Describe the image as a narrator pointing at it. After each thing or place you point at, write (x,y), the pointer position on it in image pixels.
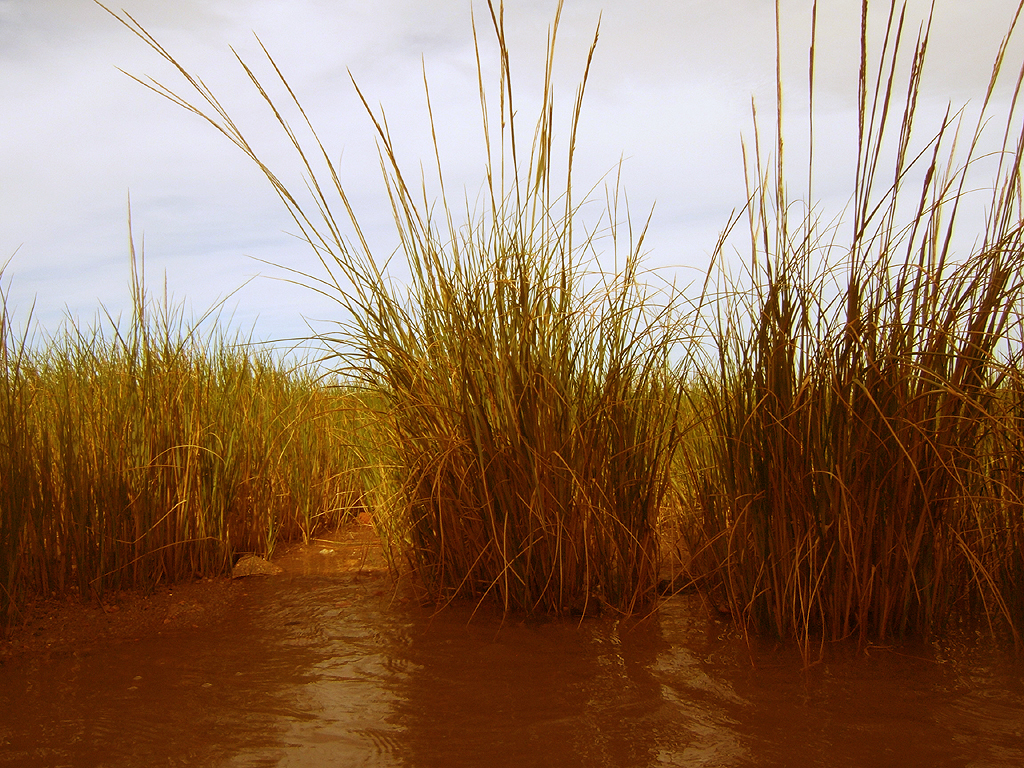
In this picture we can see water (492,667) at the bottom (484,694), in the background (601,468) there are some plants (471,473), we can see the sky (390,52) at the top of the picture (383,62).
